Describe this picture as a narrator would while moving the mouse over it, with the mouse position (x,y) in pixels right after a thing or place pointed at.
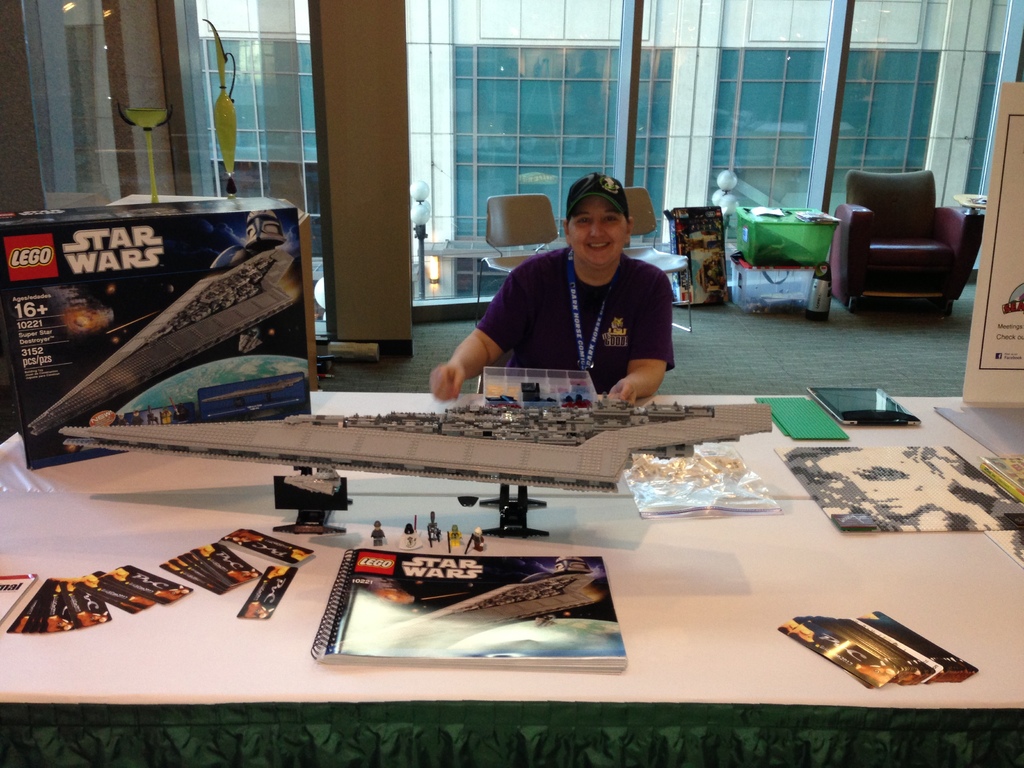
In this picture, the woman (594,311) in purple T-shirt (602,335) is sitting on the chair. In front of her, we see a white table (643,525) on which book (467,599), green color trays (795,406), a tablet (836,405), a board (1010,357) in white color and some other objects (588,447) are placed. Beside that table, we see a box (218,301) in black color with some text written on it. Behind her, we see chairs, basket (772,226) containing objects (811,219) and sofa chair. Behind that, we see glass windows (454,165) from which we can see light poles (415,211) and a building (419,173).
